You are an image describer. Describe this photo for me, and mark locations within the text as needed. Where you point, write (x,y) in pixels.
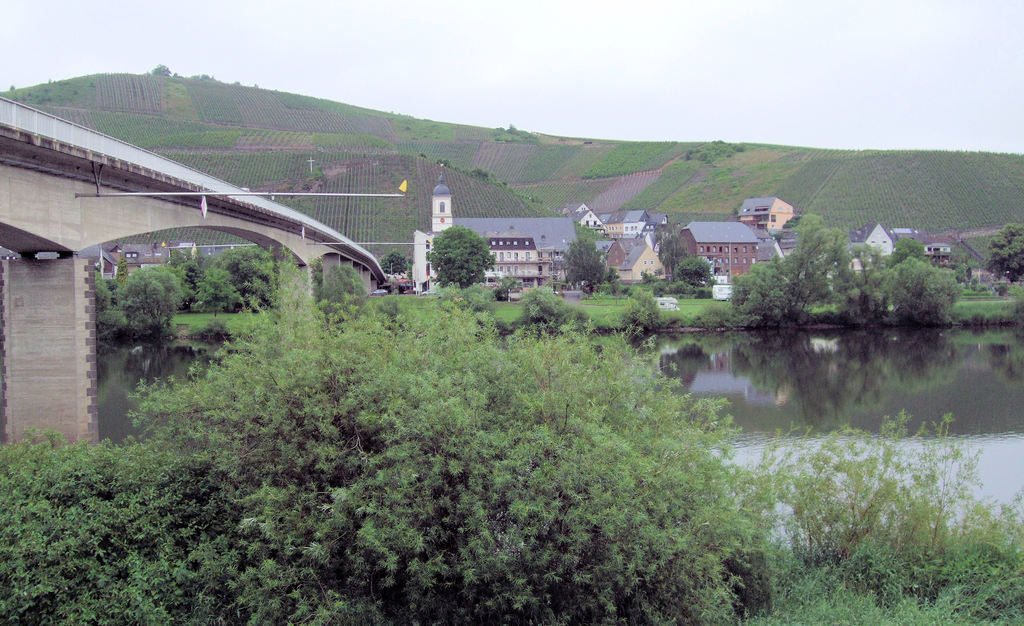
There are a lot of plants (737,510) and trees (210,451), next to the trees (405,371) there is a river (983,339) and there is a bridge (356,260) across the river (108,358), in the right side of the bridge (316,246) there are many houses (685,253) and in the background (199,131) there are beautiful crops (662,158).
